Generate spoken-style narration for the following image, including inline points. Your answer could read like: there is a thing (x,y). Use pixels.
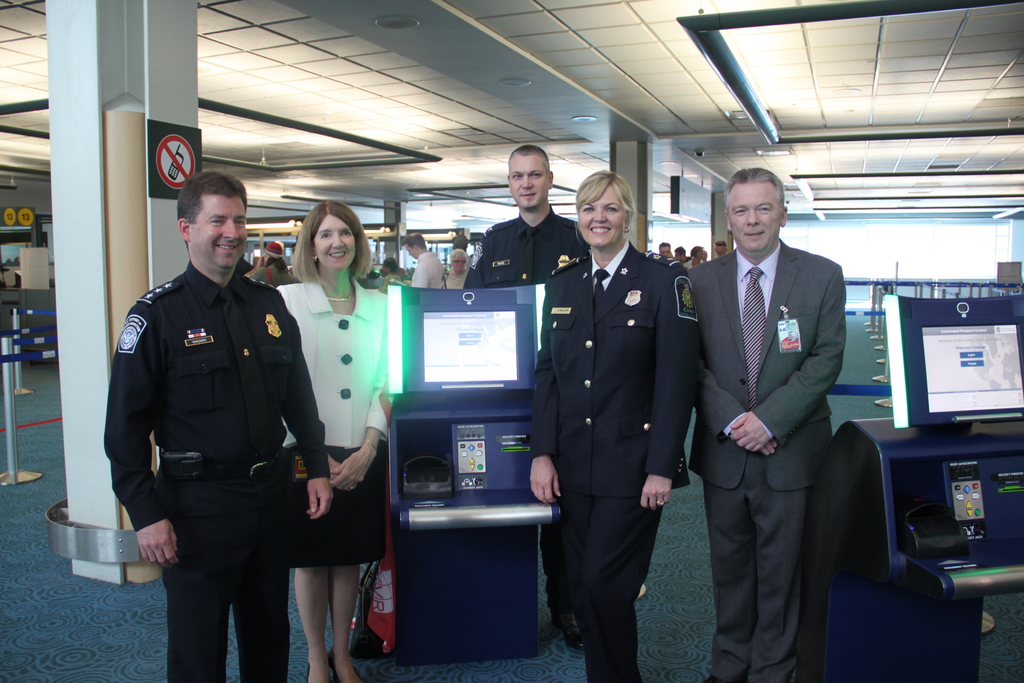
In this picture we can observe five members (593,458) standing around this machine (442,425). There are men (281,309) and women (578,314) in this picture. All of them are smiling. On the right side (890,460) there is another machine (888,543) which is in blue color. In the background (709,257) we can observe some people (462,266) standing and there are some pillars (89,217).
